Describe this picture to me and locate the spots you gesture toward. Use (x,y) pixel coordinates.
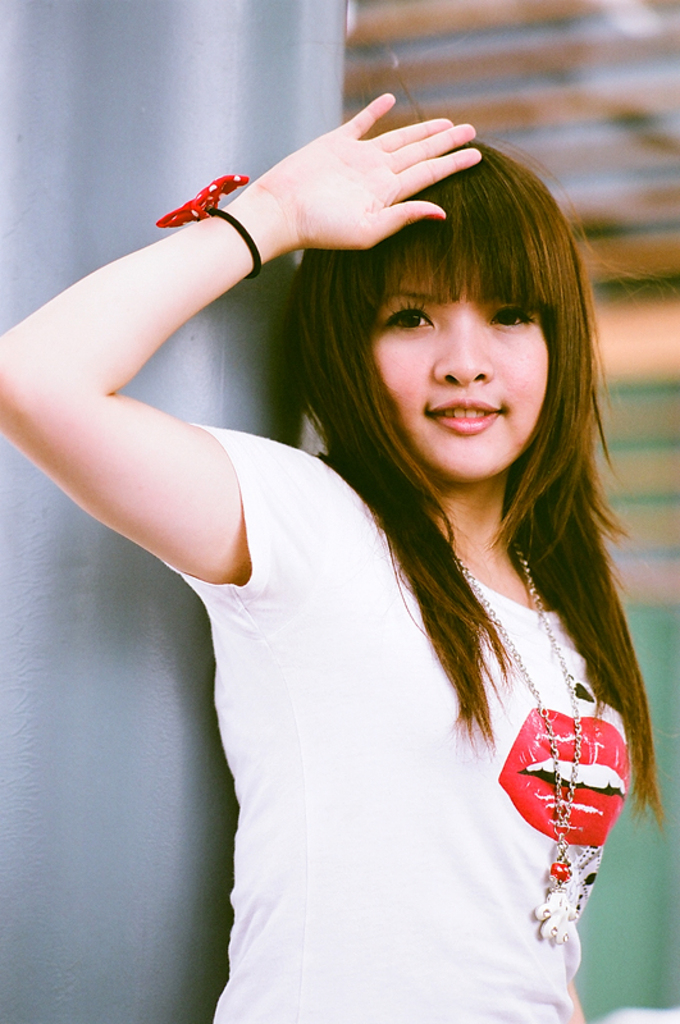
In this image we can see a girl (430,649). She is wearing a white color T-shirt (400,762) and jewelry (544,708). There is a pillar (121,172) on the left side of the image (136,874). It seems like a wall (642,673) in the background (642,673).
